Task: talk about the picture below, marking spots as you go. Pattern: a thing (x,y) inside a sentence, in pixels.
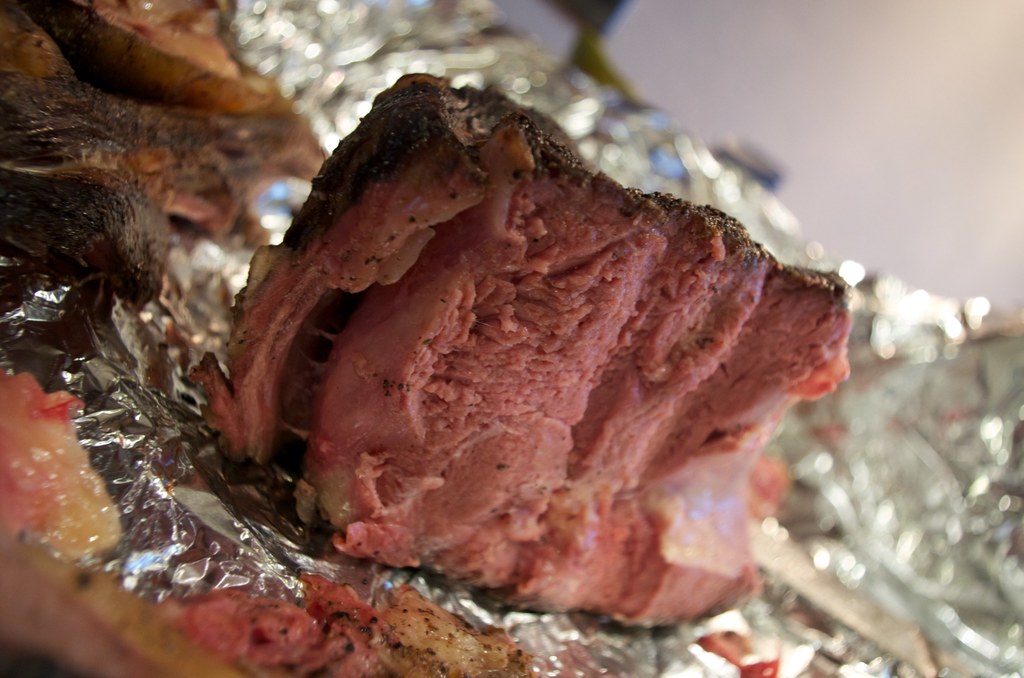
In this image we can see meat (231,194) and there is an aluminium foil (143,468). In the background (779,107) there is a wall (870,143).
